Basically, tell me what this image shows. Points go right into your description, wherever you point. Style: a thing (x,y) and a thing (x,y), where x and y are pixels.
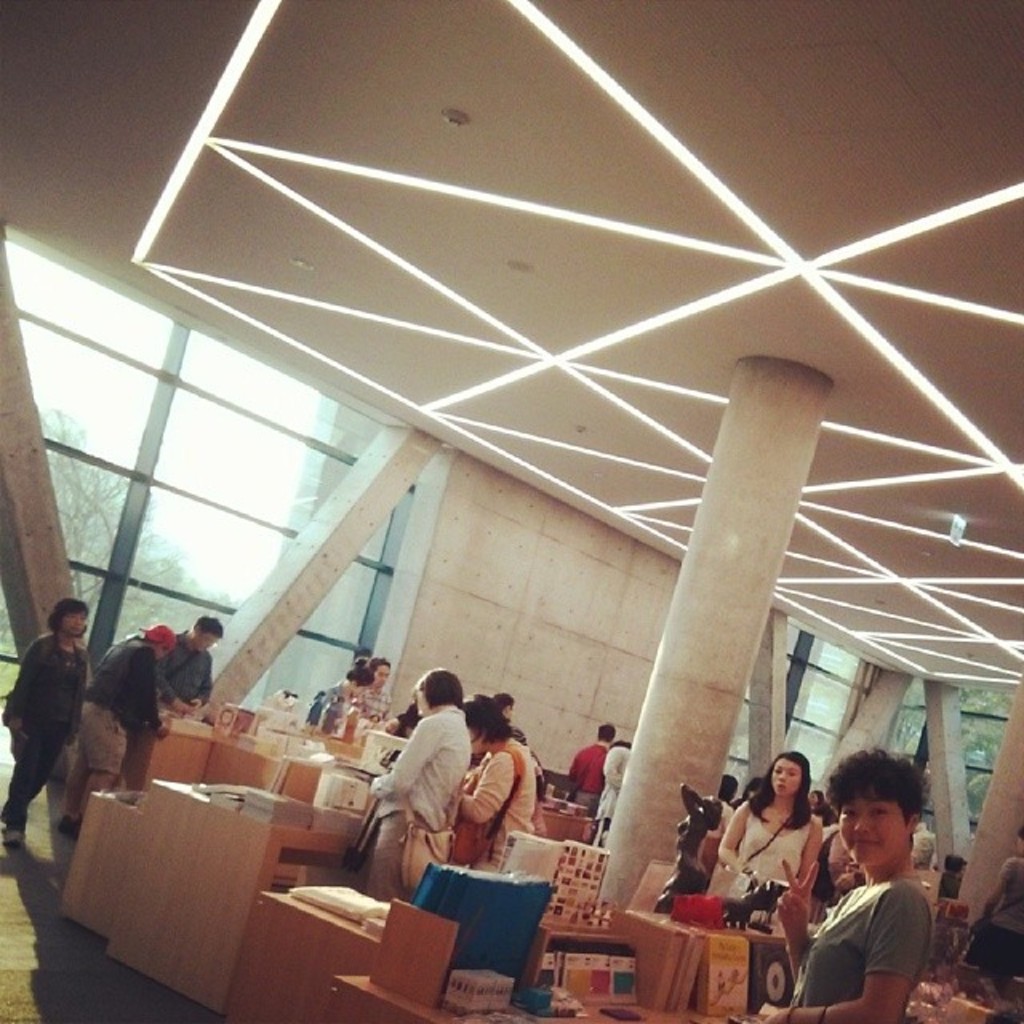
In this image i can see few people (464,763) standing and some furniture (415,923). In the background (350,668) i can see a window (221,499) through which i can see sky (121,407) and trees (167,568).
